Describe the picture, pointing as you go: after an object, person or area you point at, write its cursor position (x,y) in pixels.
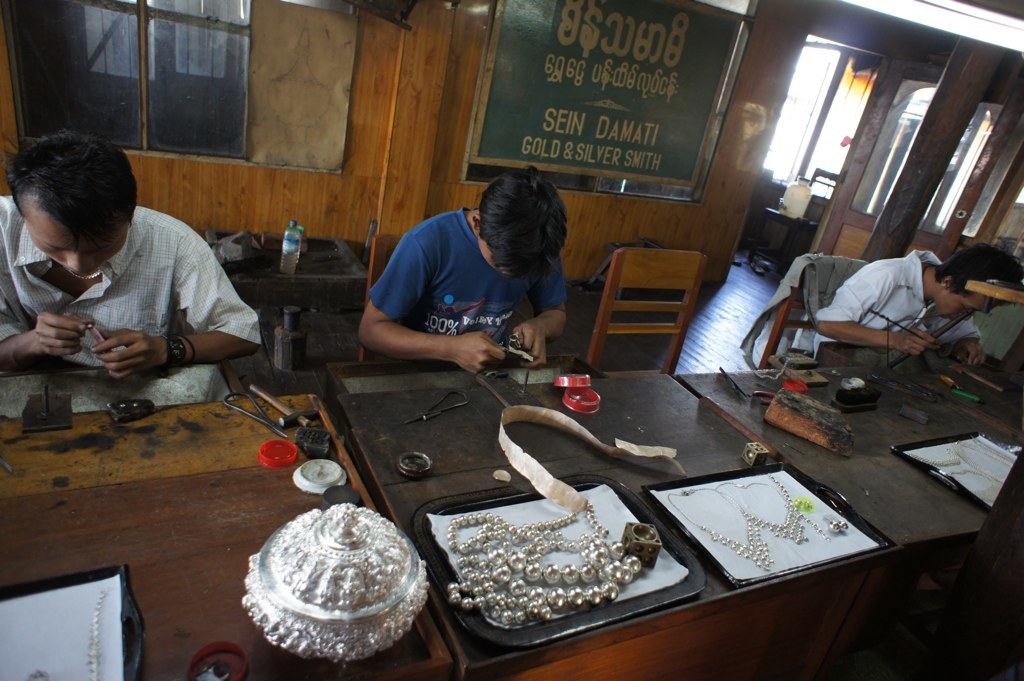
In the picture we can see a gold smith shop (857,580) with a long table (909,573) and three men (39,200) are sitting near it and working on some jewelry item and on the table (184,648) we can see some silver beads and some silver made ornaments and in the background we can see a wall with a window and glass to it and beside it we can see a board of the shop (324,318) and besides we can see a entrance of another room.
